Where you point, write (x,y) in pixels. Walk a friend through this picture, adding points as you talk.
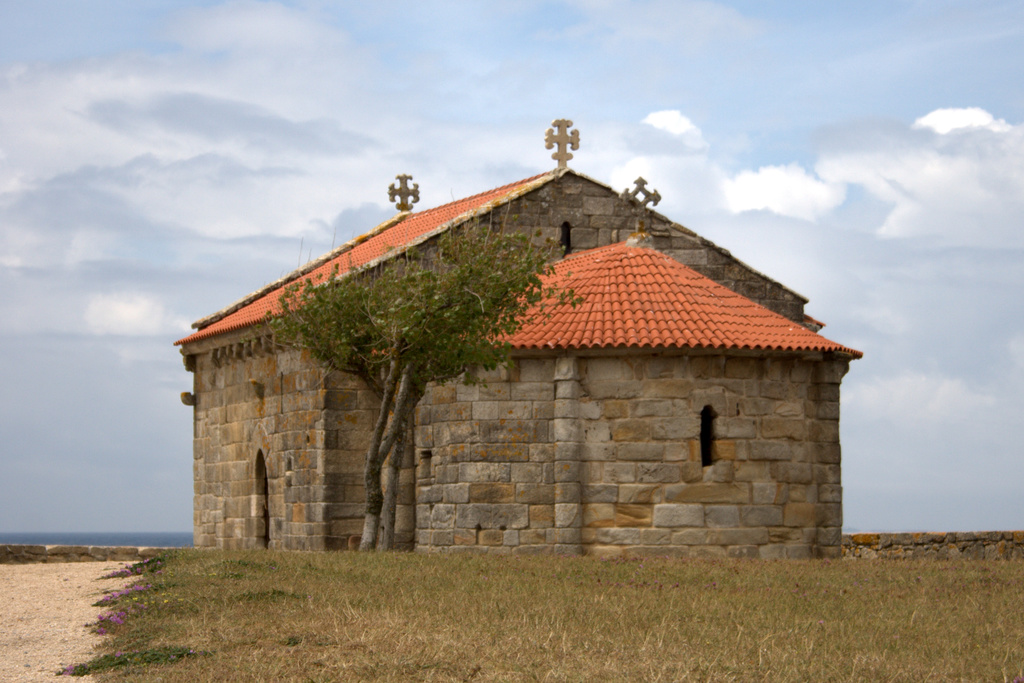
In the picture I can see a building (648,413) and there is a tree (398,394) and a greenery grass (557,596) beside it and the sky (251,109) is cloudy.
